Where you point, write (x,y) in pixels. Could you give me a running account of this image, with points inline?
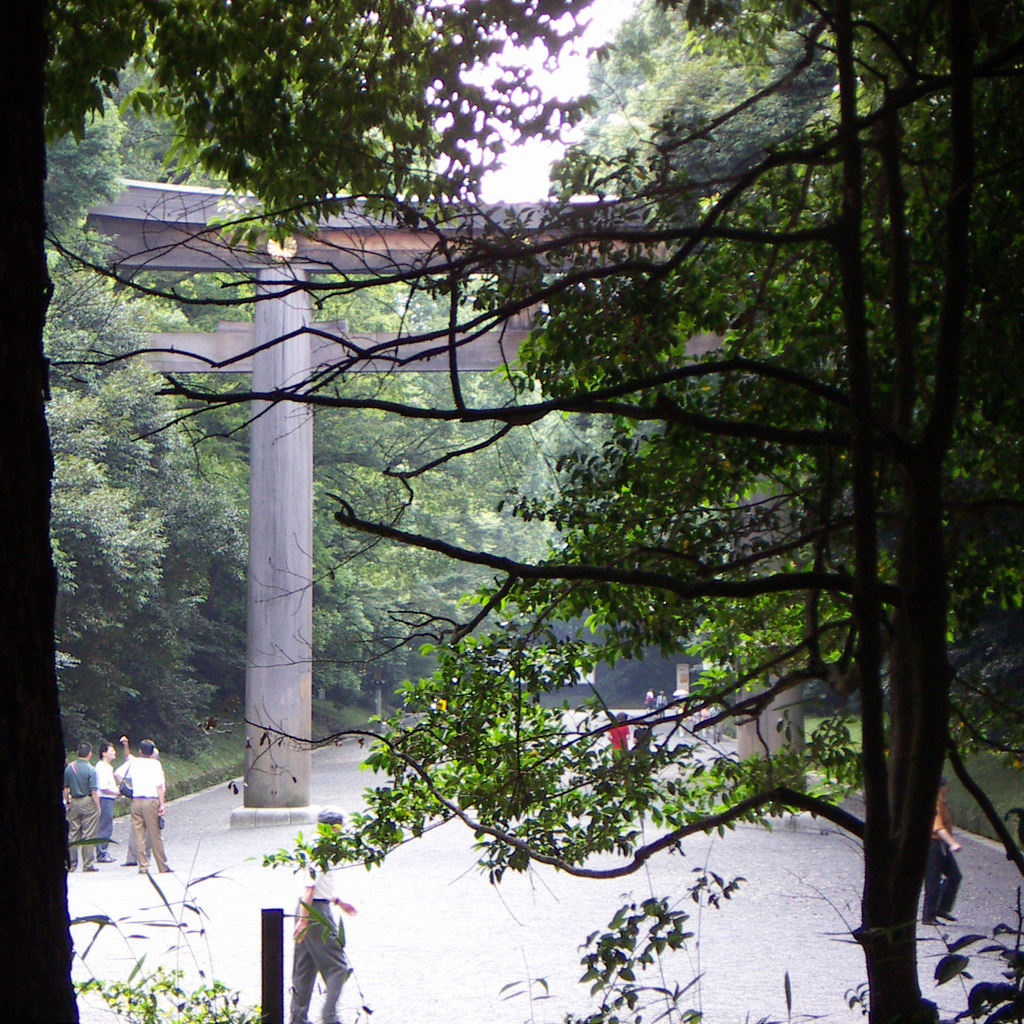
In this image I can see trees (509,605) and people (321,970) standing on the ground (252,848). Here I can see pillars (259,490) and street light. In the background (543,104) I can see the sky (569,71).
